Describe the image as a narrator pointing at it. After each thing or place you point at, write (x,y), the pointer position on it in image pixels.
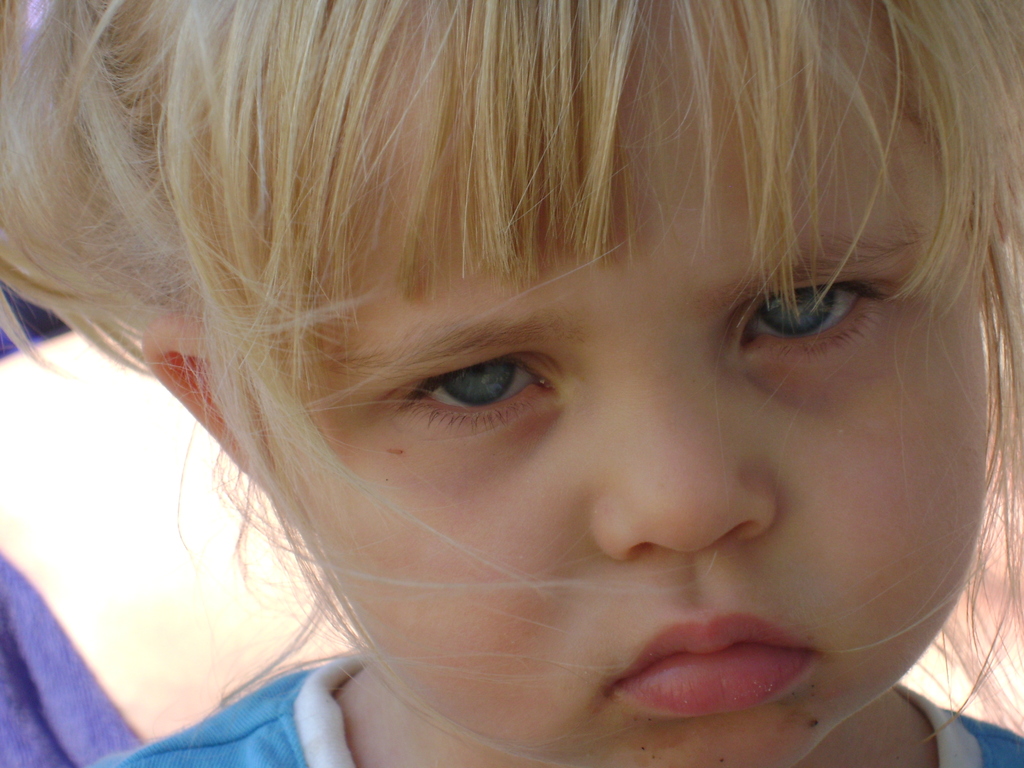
In this picture I can see a child (690,493).
